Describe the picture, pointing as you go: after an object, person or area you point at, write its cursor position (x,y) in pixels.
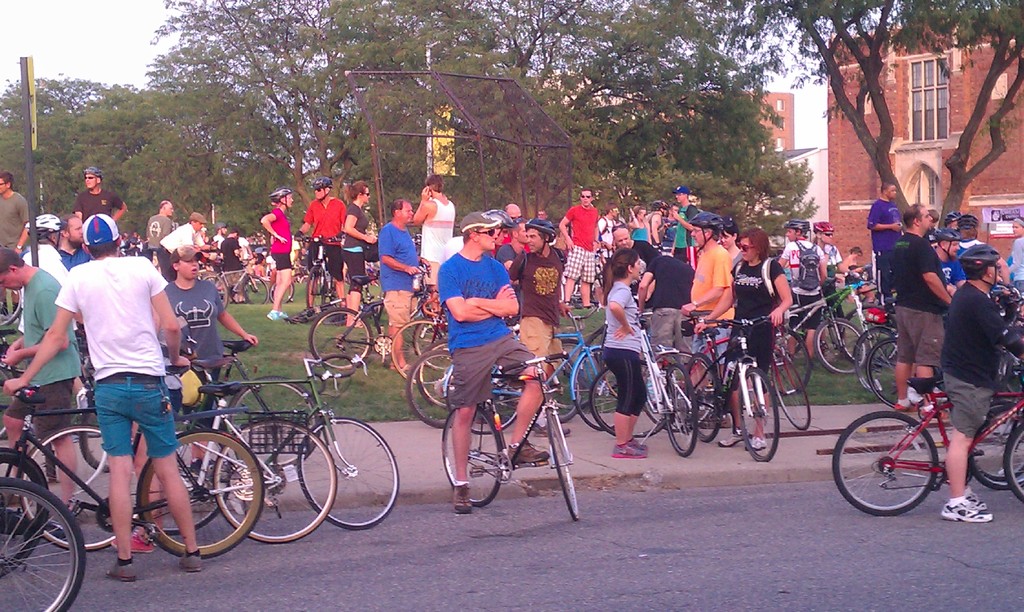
In this image, there is an outside view. In the foreground (716,279), we can see some persons (896,323) wearing clothes (400,258) and standing with cycles (235,448). There is a person (465,326) in the middle of the image (448,341) sitting on the cycle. In the background of the image (203,170), There are some trees (484,68) and buildings (852,130).
